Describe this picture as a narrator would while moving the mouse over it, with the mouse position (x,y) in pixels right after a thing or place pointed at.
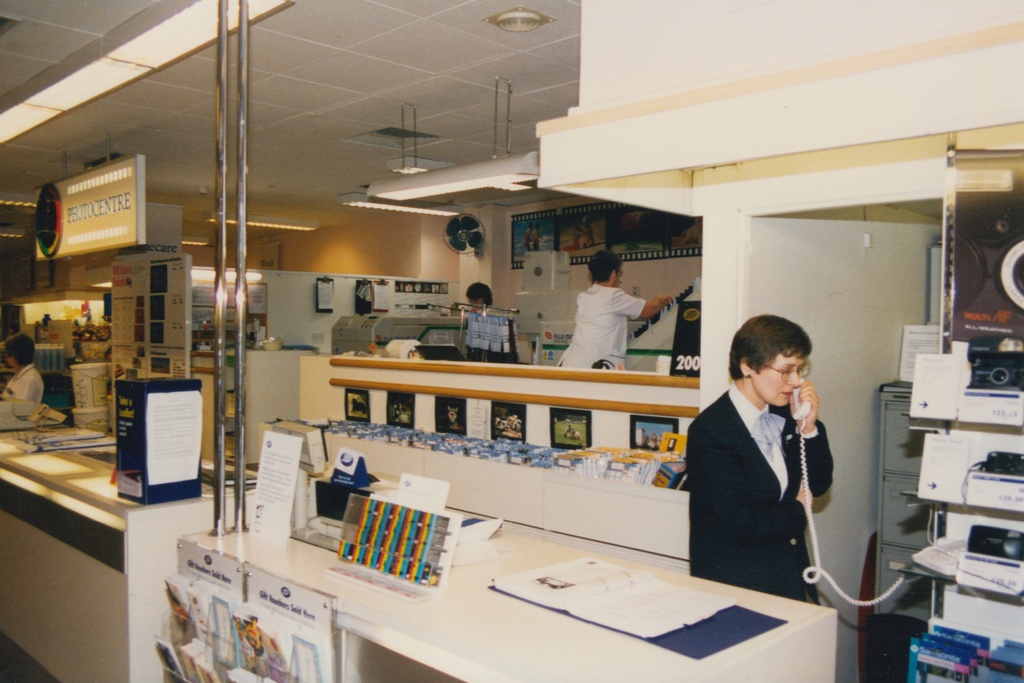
Here is a person (766,477) standing and speaking on the telephone (806,470). These are the books (251,643), which are kept in the book stand (296,606). These are the name board (120,208) and tube lights (424,191), which are hanging to the roof (491,33). I can see another person (586,320) standing and holding an object (659,319). This is a table (305,555) with files (600,595) and few other objects (319,502). This looks like a machine (392,335). I can see a fan (477,227), which is attached to the wall (421,222). I can see few objects (413,440) placed in the rack (359,444). These are the photo frames (493,422). I can see another person (16,376) standing. This looks like a board (178,307).
